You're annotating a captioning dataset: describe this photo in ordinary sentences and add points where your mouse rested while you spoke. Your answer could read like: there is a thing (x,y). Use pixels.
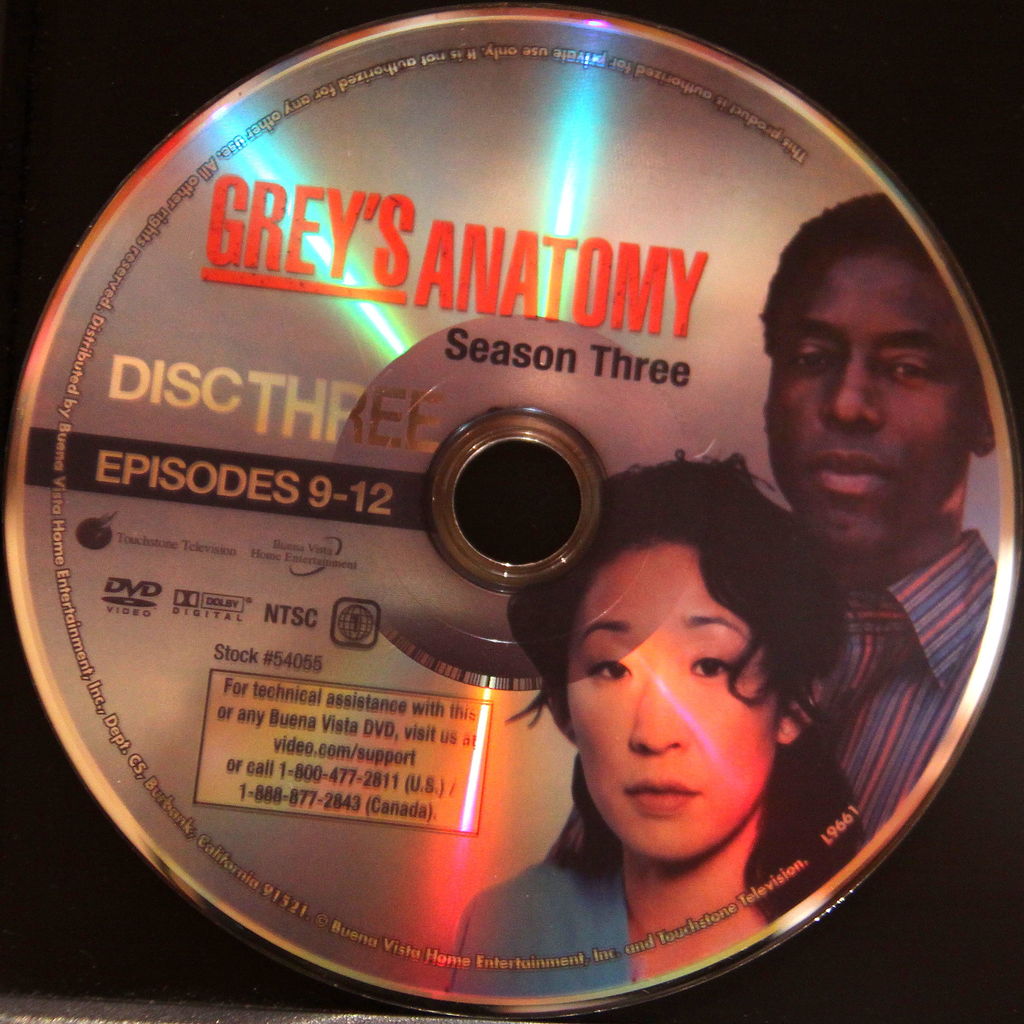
In the picture we can see a disk (446,896) on it, we can see an image (744,664) of man (841,289) and woman (629,874) and some name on it as grey's anatomy.
